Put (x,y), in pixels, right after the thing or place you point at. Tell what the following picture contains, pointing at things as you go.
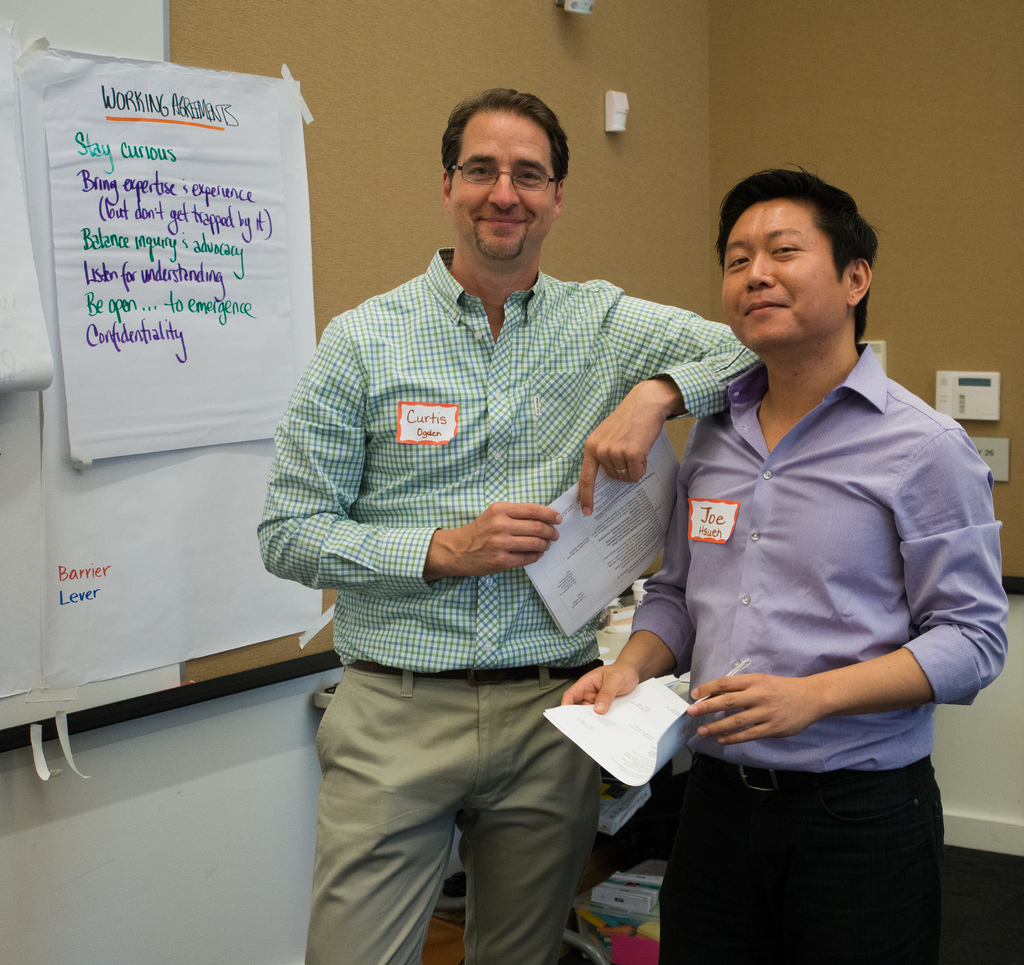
In this image I can see two people (786,250) standing and holding papers (578,574). Back I can see few papers (178,218) attached to the board (99,46). I can see few objects (586,932) at back (592,904).
